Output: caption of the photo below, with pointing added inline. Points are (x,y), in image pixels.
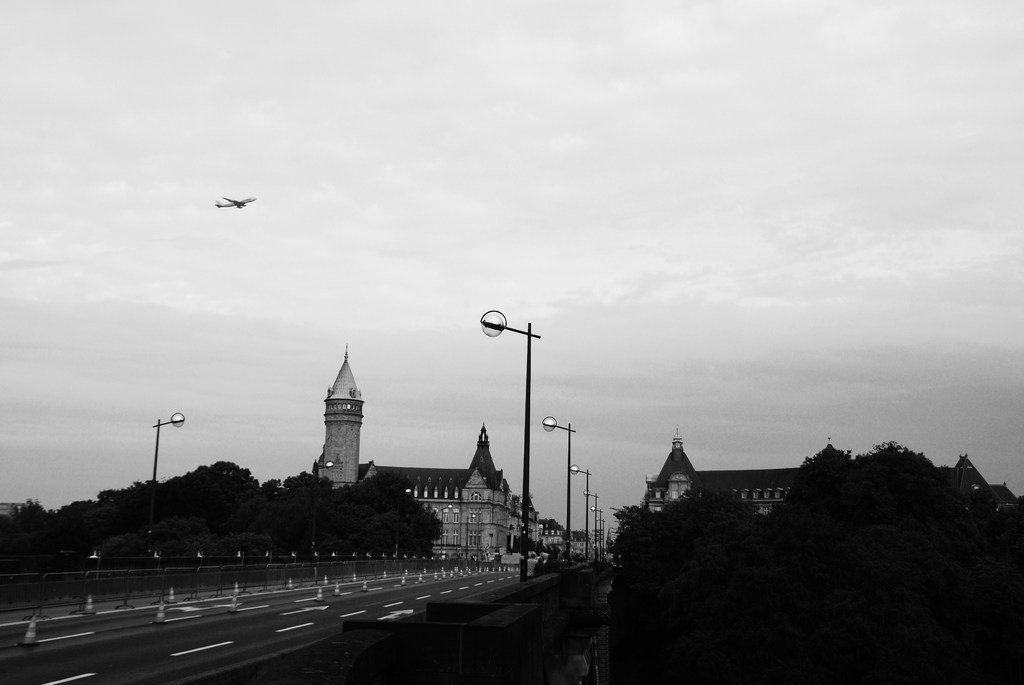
In this image in the front (846,546) are trees (791,552). In the background (491,535) there are poles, buildings (478,505) and trees (336,502) and the sky (583,269) is cloudy and there is an airplane (223,205) flying in the sky (55,364).
